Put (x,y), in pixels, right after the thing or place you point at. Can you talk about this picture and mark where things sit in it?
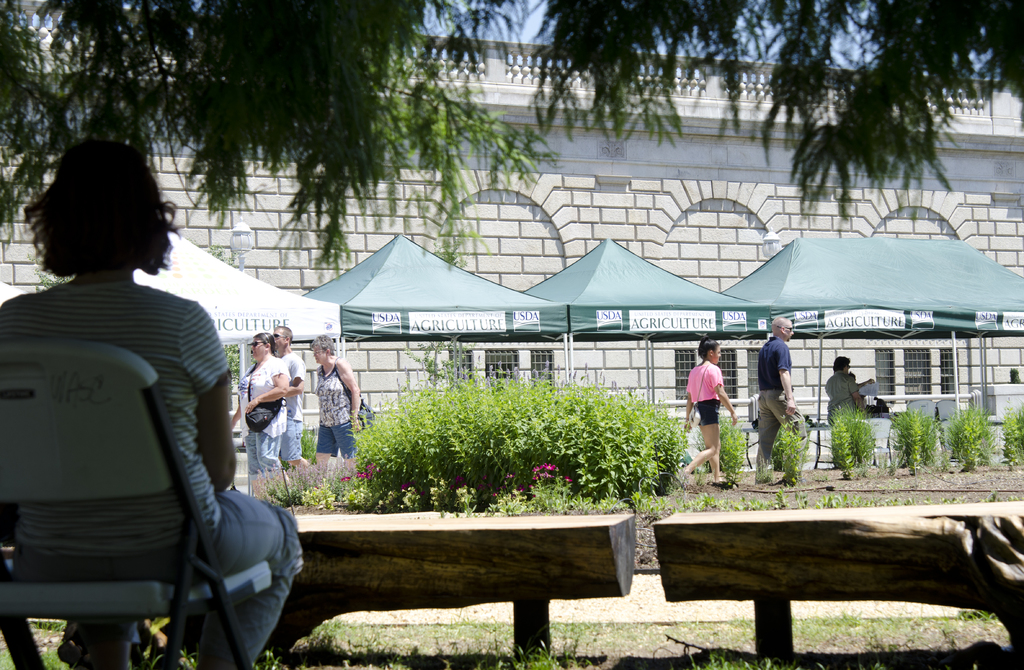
On the left hand side (138,278), there is a woman (118,263) sitting on a chair (120,586). In front of her, there are wooden benches (691,532), plants (637,442), people (779,360) are walking, tents (866,332), the wall (858,192), sky (532,9), tree (629,22), and grass (708,662).
